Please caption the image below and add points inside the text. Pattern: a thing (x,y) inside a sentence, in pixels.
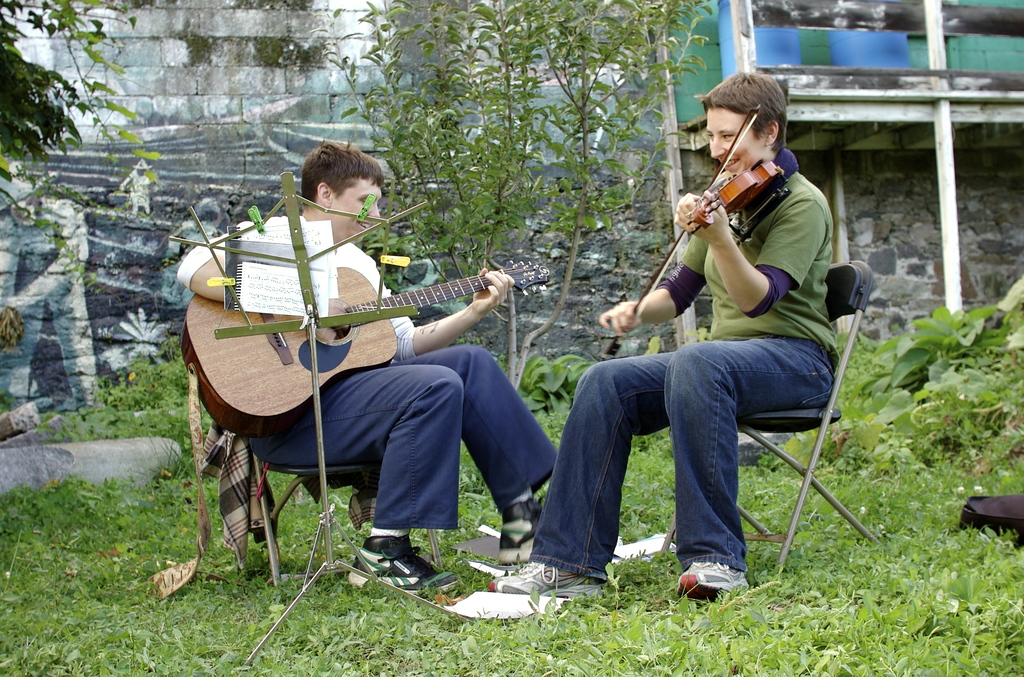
This picture shows two men (733,416) seated on the chair (778,424) and we see a man (730,252) playing violin (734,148) and other man (337,400) playing guitar (291,378) and we see a tree (645,66) and few plants (889,401) around.
